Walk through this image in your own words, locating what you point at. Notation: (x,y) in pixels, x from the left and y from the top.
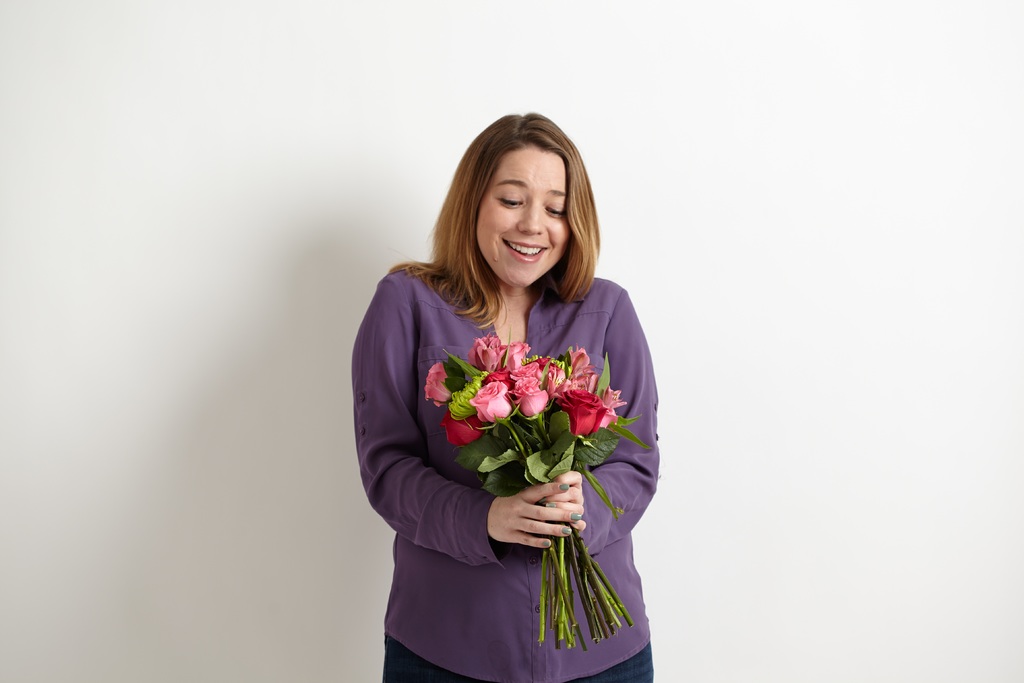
In this picture I can see there is a woman (382,378) standing and she is holding a bunch of flowers (558,449) and there is a white backdrop (625,264).
